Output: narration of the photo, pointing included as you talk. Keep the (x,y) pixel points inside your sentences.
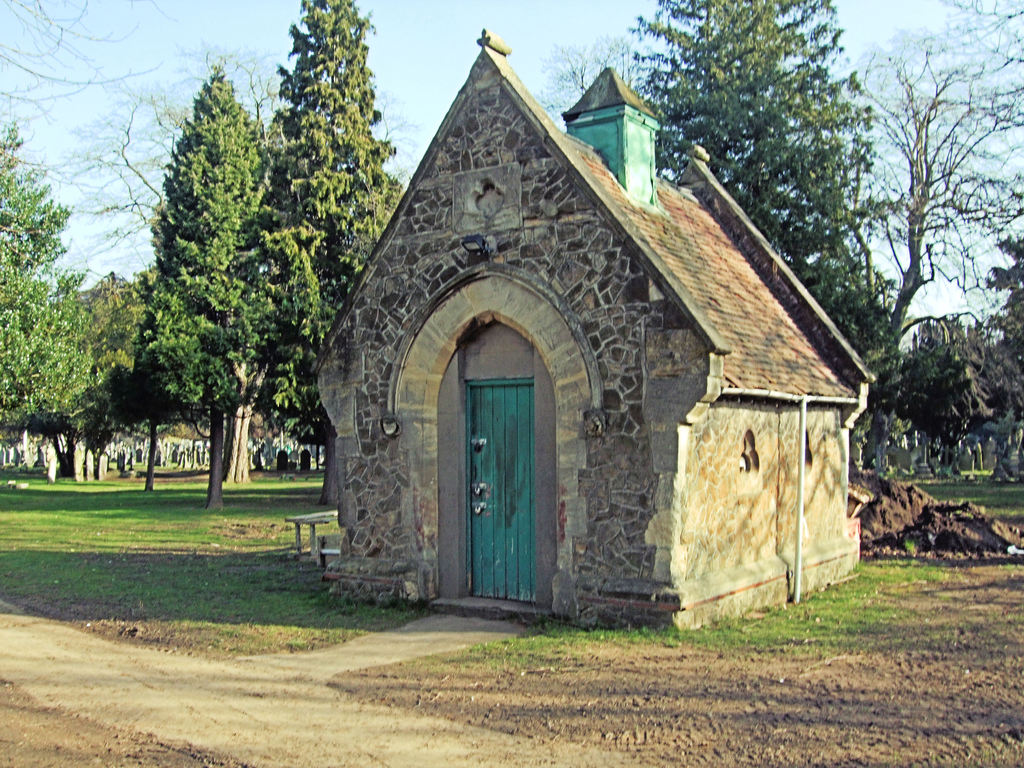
In this image there is a stone house (528,371) in the middle (485,458). In the background (207,275) there are trees (356,59). At the top (412,12) there is the sky (370,39). On the ground (684,708) there is grass (802,653) and soil (739,703). In the middle (469,451) there is a door (482,458).
